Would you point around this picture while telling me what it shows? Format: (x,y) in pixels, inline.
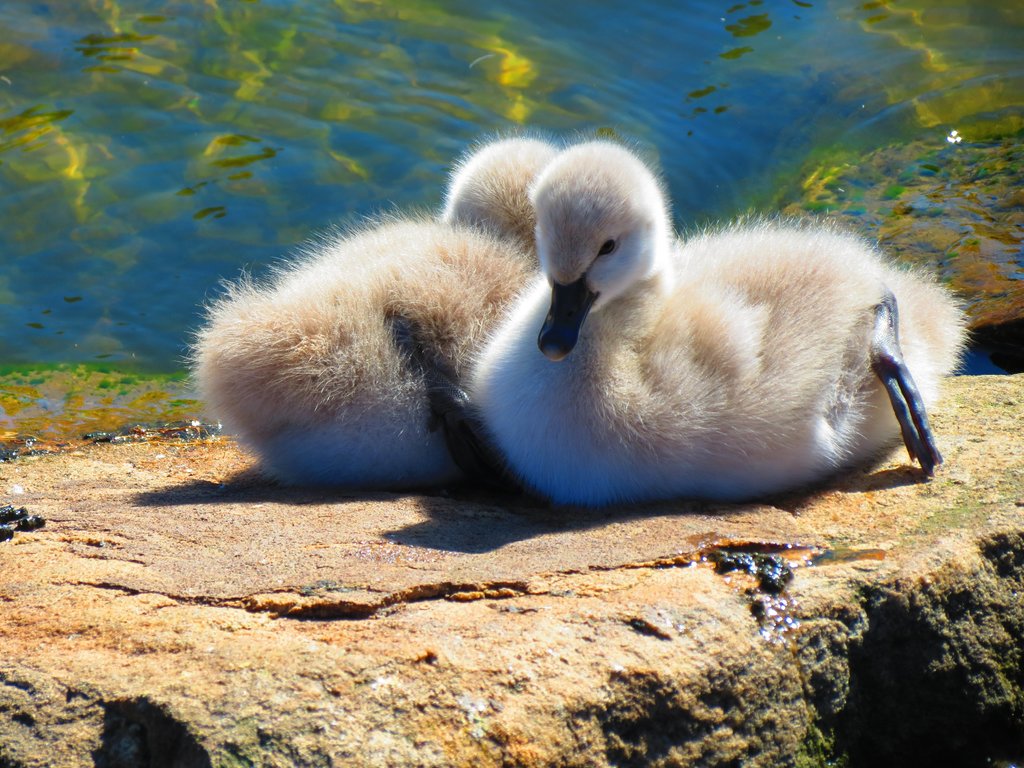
There are two white color ducks (562,429) are present on the rock surface (490,561).
